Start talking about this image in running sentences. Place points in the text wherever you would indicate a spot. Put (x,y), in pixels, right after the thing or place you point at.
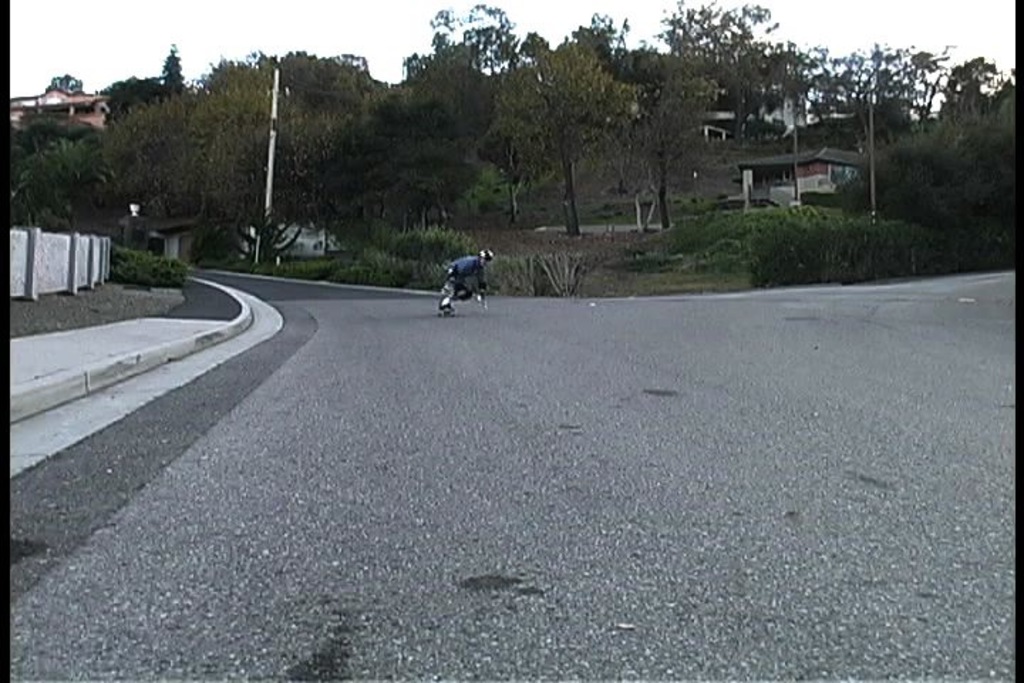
In this image there is a person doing skating on the road (676,416), and there are poles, houses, trees (374,122), and in the background (386,26) there is sky (386,26).
